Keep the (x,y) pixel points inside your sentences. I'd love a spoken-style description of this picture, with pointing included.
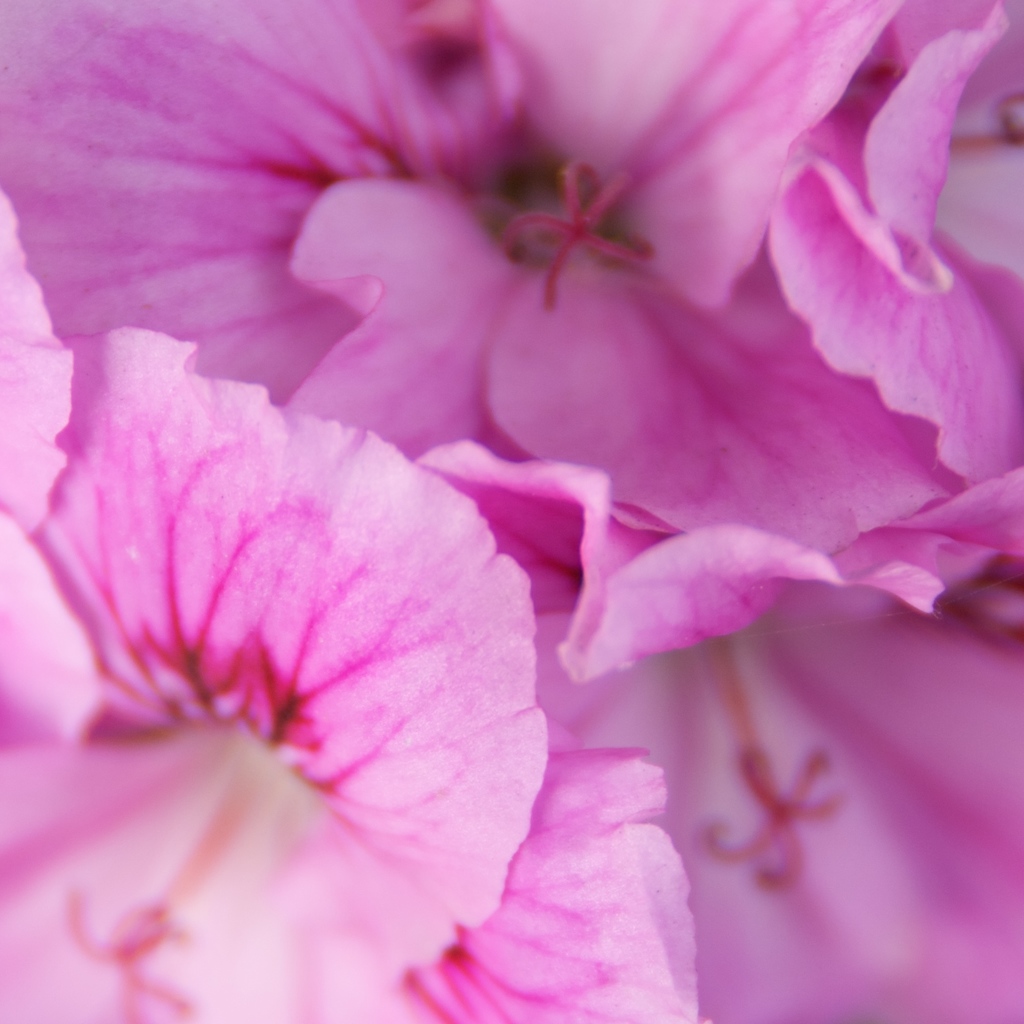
In this picture I can see flowers (575,524), pink in color.
